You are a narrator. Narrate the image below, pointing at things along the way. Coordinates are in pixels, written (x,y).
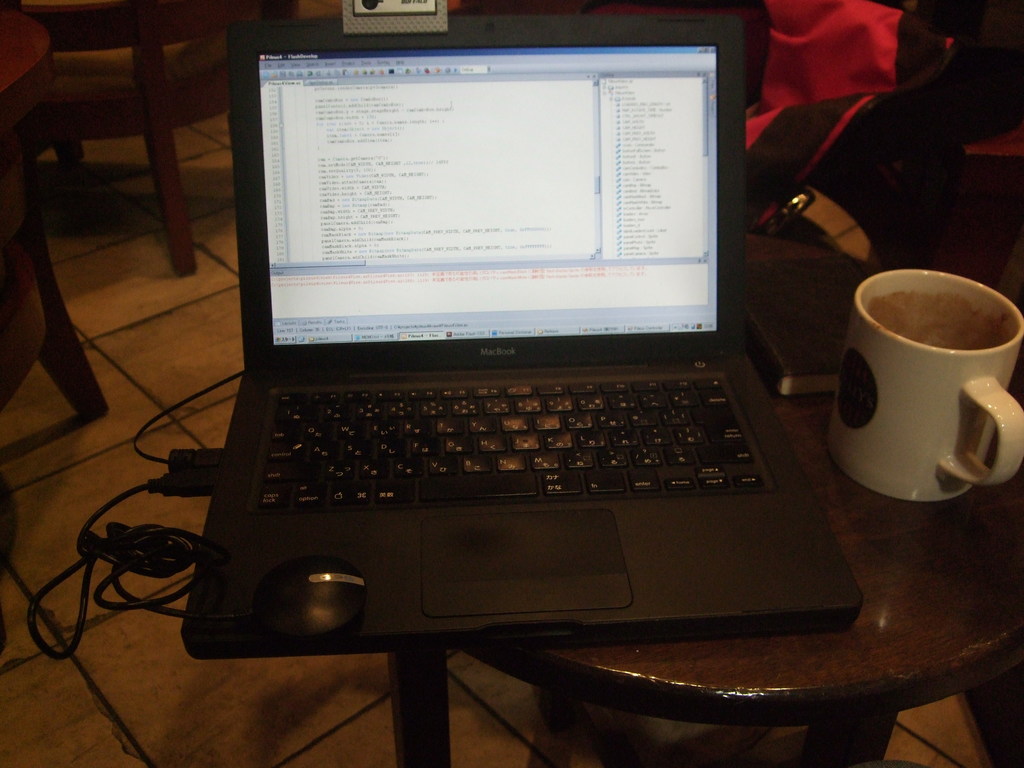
In the given picture there is a laptop (460,477) on the table (657,648), with some wires (137,555) connected to it. Beside the laptop (738,428) there is a cup (916,391). In the background (831,177) there is a bag (867,120).
